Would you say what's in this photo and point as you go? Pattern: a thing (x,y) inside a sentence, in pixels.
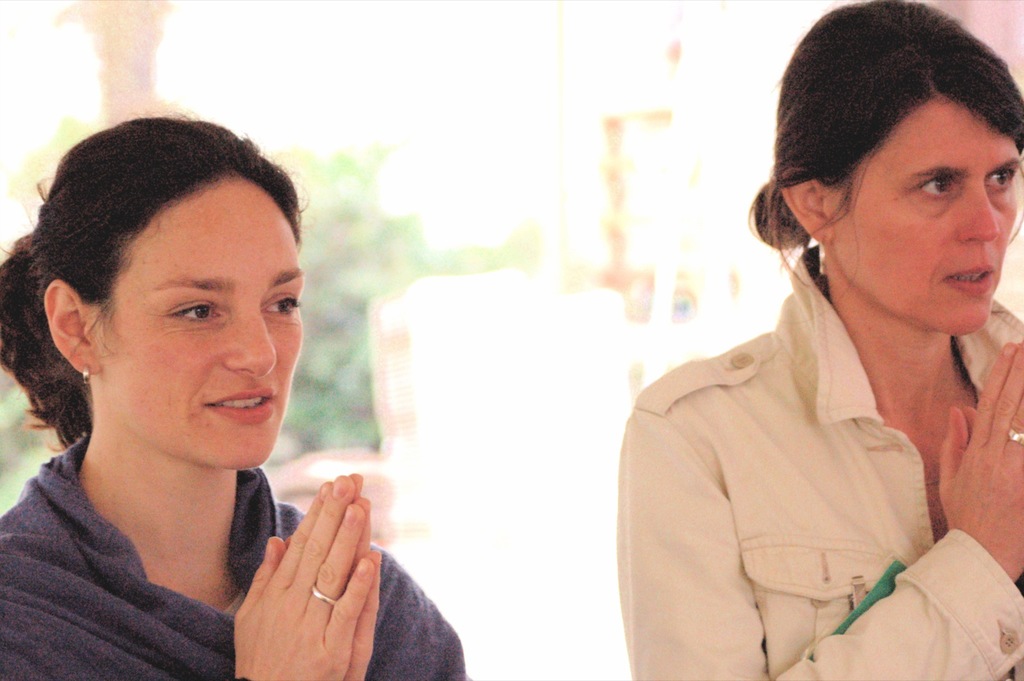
In this image there are two women (660,536) standing and the background (535,350) is blurred.
